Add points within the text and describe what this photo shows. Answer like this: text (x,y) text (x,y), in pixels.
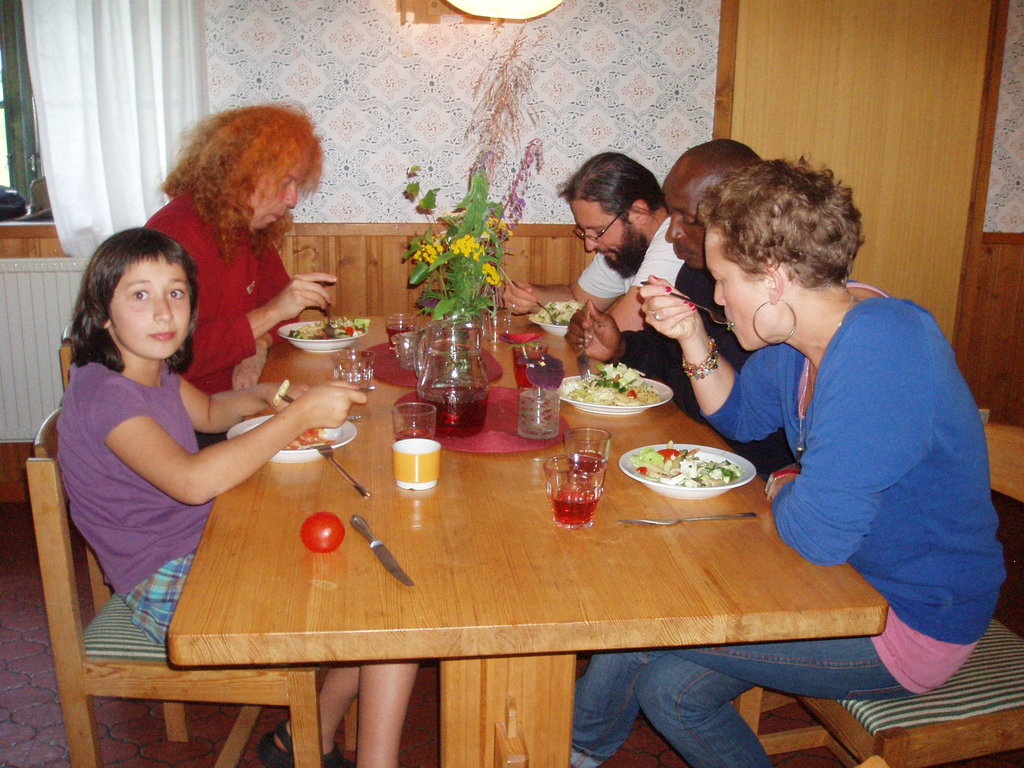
In this picture there are group of people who are sitting on the chair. There is a glass (547,481), cup (427,473), knife (402,575), fork (687,520), tomato (343,529), food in the plate (331,341), flower pot (450,294) on the table (463,492). There is a white curtain (138,127) and light (476,15) at the background (467,15).
